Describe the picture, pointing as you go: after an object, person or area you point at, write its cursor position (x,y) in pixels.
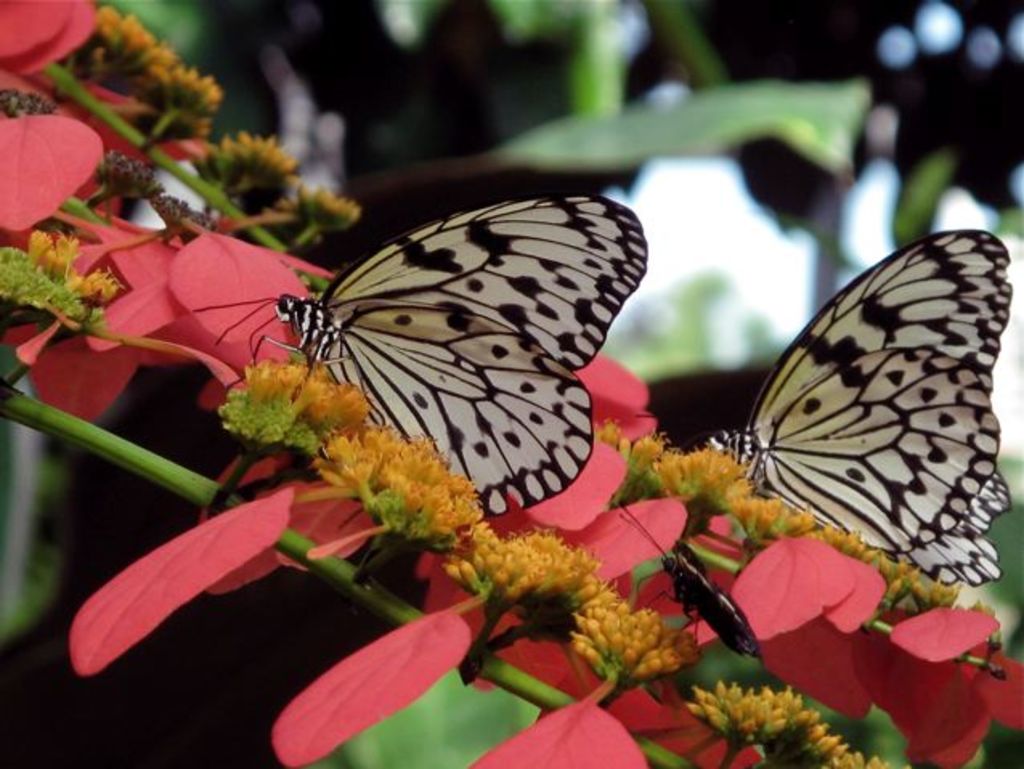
In this image I can see the butterflies (328,333) and an insect (726,622) which are in black and white color. These are on the flowers (232,553). These are in yellow and pink color. In the back (364,88) I can see the many plants (619,137) but it is blurry.
